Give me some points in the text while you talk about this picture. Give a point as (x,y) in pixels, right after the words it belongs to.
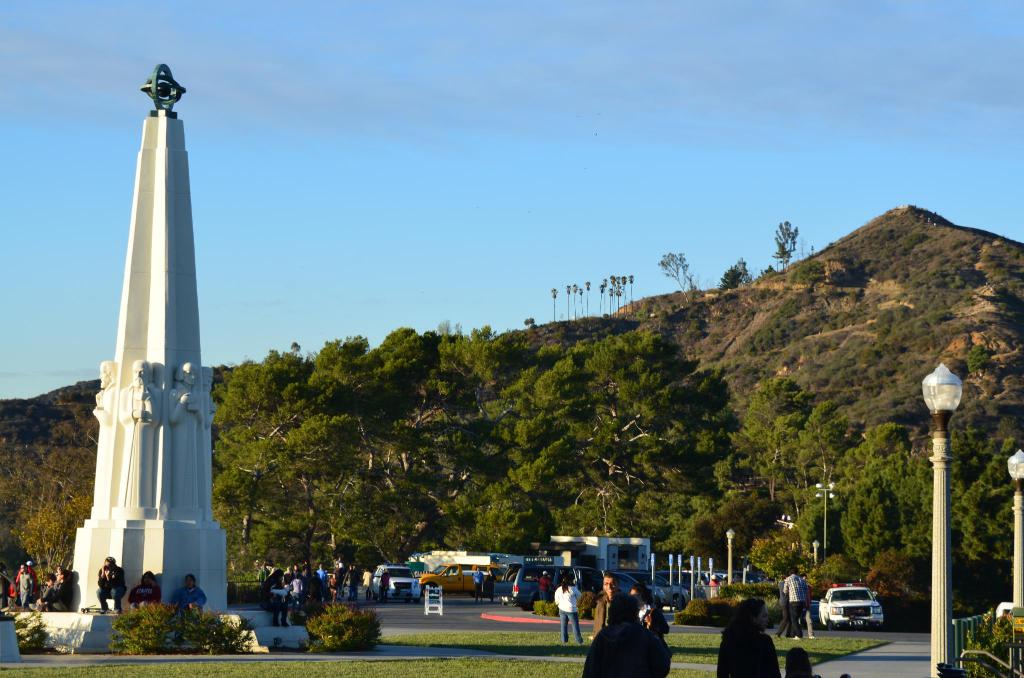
In this image we can see a few people (57,599) standing on the road (701,628). There is a sculpture (148,521) at the left side (181,554), plants (338,632) in front of the sculpture (165,550). In the background (503,426) there is a mountain (813,319) with some trees (429,404) and there are some cars (828,599) on the road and street lights (945,608) on the side of the road (910,666).
